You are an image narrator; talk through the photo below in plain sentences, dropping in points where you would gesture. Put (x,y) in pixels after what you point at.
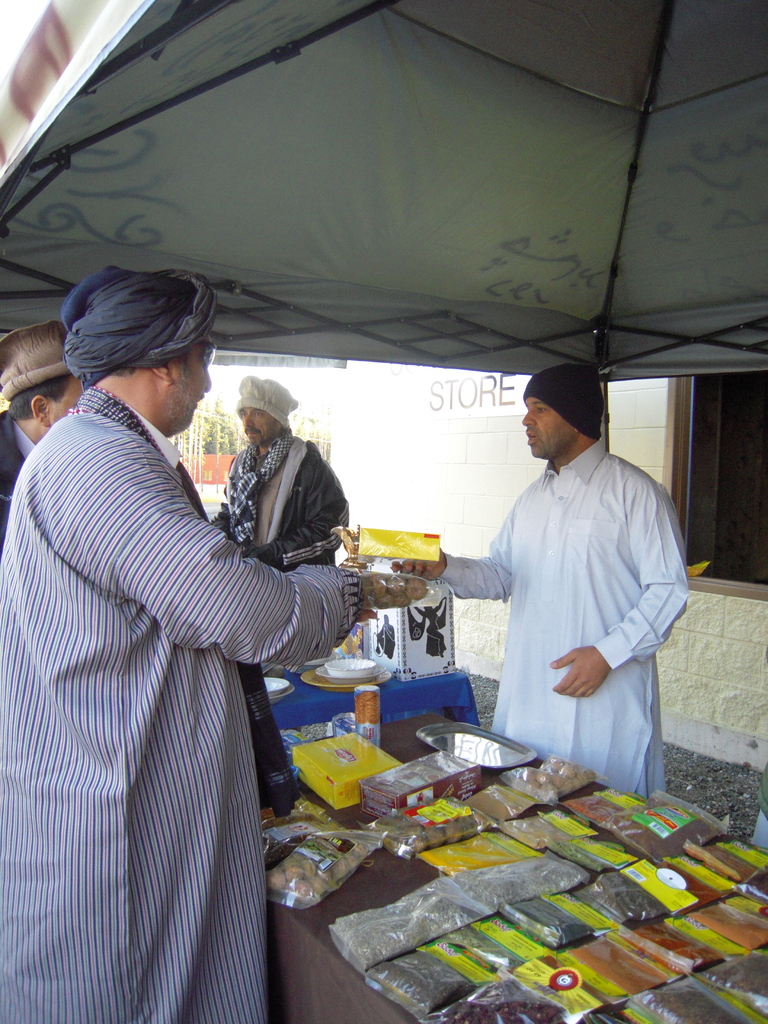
At the left corner of the image (109,419) there is a man (39,455) standing and there is a turban (174,331) on his head (140,372). Beside him there is a person (5,422) standing. In front of him there is a table (391,855) with few packets (481,768). Behind the table (469,729) there is a man (521,569) with white dress (538,621) is standing. In the background (375,388) there is a wall (507,429) with window (676,394) and something written on it. At the top of the image (503,143) there is a roof (418,109).
